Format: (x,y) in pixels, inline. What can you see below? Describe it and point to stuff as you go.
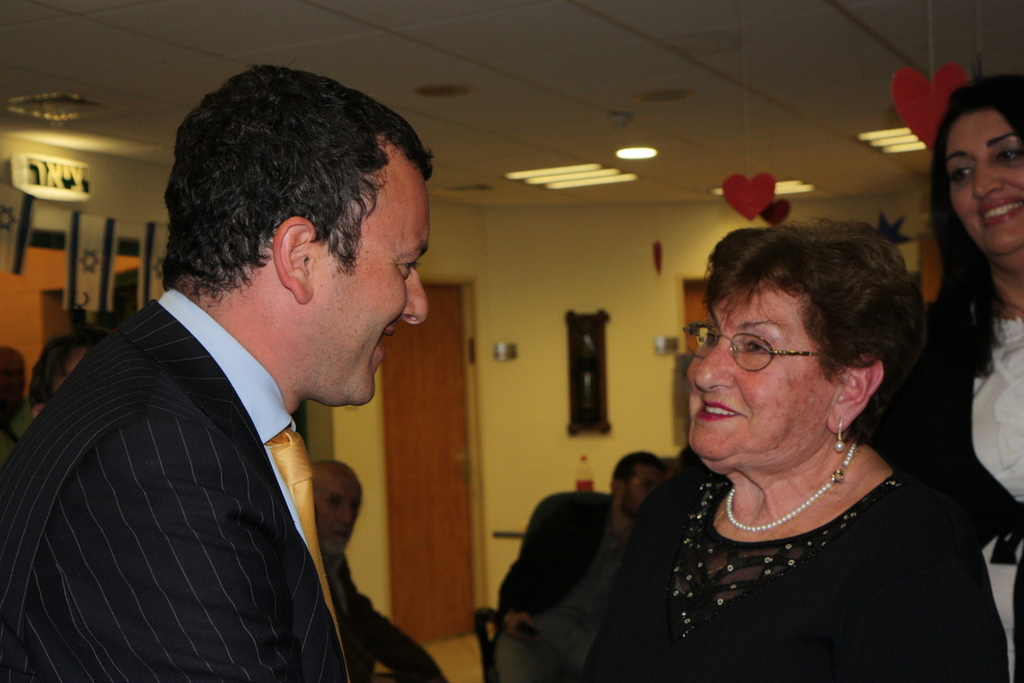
In the picture I can see the people (720,424) are talking each other. at the top of the image (587,183) i can see lights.
